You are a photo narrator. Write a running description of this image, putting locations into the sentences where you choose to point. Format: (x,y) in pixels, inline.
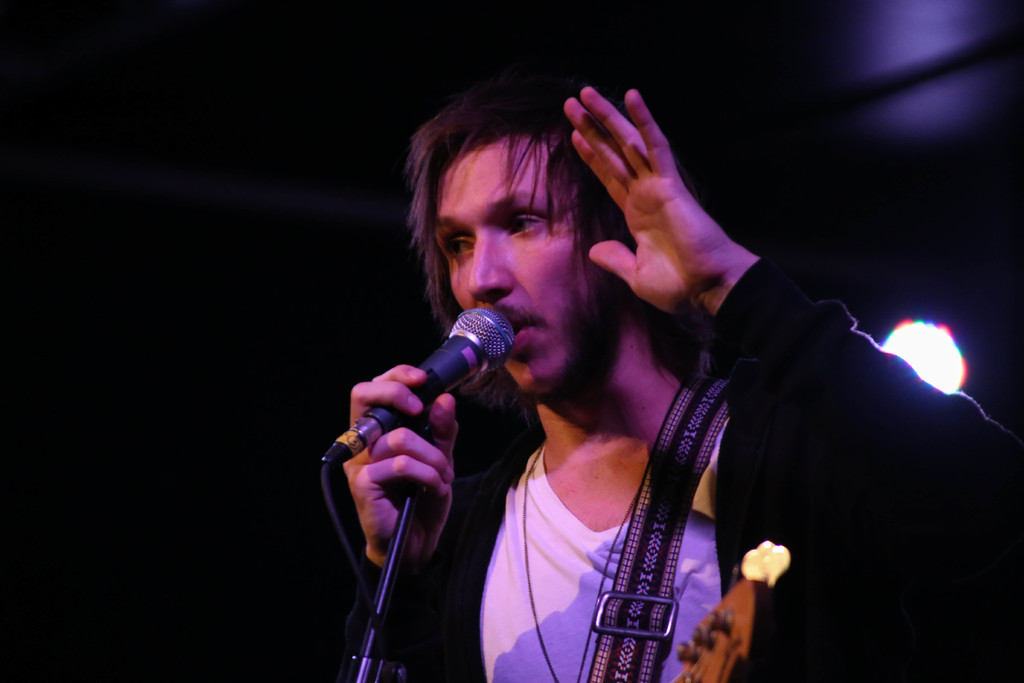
In the center (561,373) we can see one man (649,420) he is holding microphone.
